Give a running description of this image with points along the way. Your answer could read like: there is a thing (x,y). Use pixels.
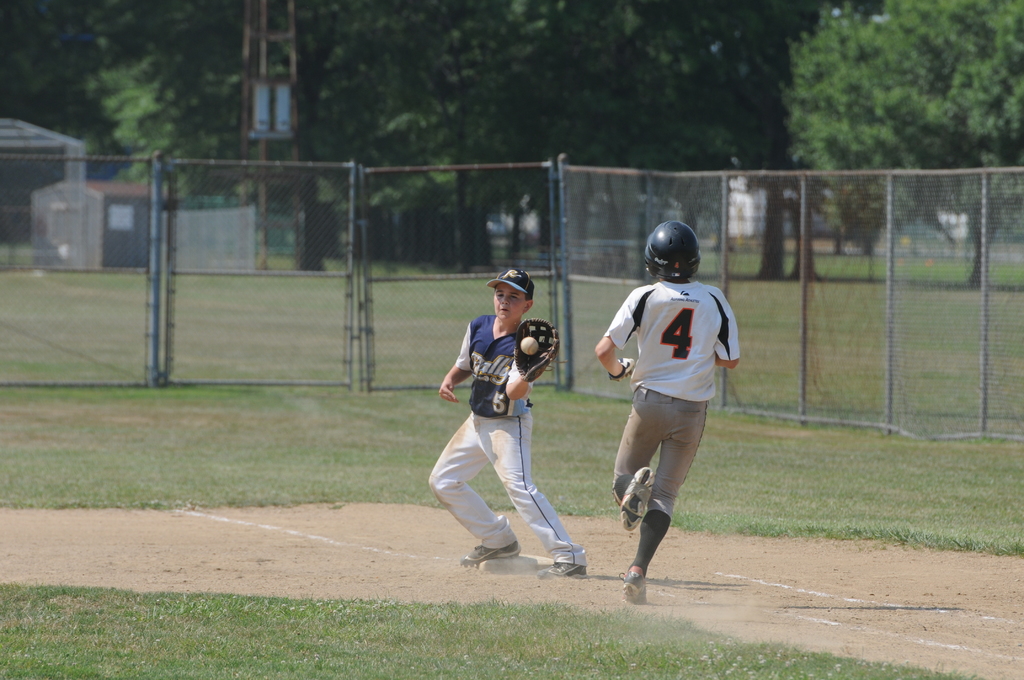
In this picture we can see two persons (665,379) are playing baseball game, at the bottom (522,654) there is grass (537,644), we can see fencing (876,264) in the middle (583,271), in the background (1019,90) there are some trees (569,83), a person (670,367) in the front (656,402) is wearing a helmet (653,262), a person (484,417) on the left side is wearing a cap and a glove (518,344).
